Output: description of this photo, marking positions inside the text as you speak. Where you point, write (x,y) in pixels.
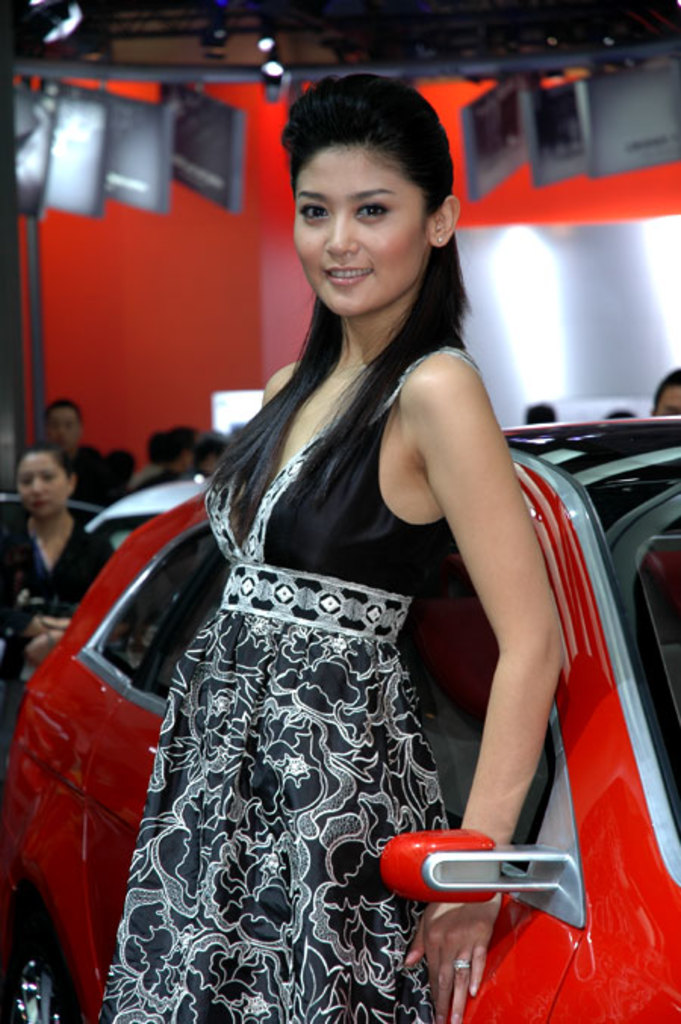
In the image we can see a woman (294,643) standing wearing clothes (332,607), ear studs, finger ring (467,965) and woman (384,305) is smiling. There is even a vehicle (568,893) red in color. There are many people (62,494) around, they are sitting and wearing clothes (95,464). These are the lights (266,41), pole (34,315) and the background (252,77) is blurred.
